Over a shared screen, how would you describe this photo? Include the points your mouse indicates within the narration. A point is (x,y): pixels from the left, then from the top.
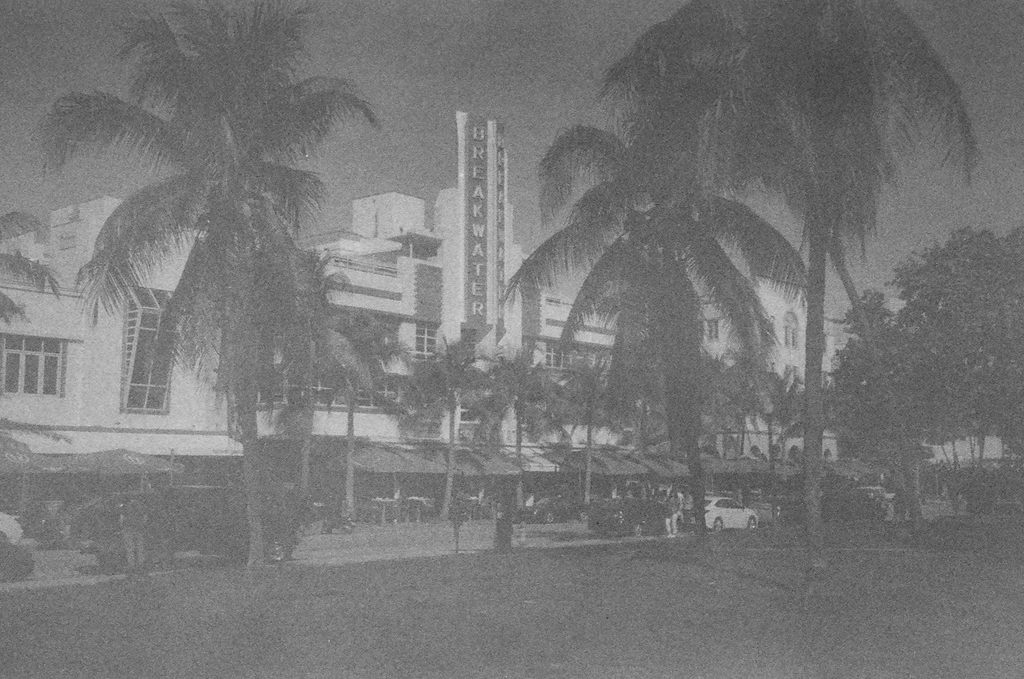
This is a black and white image. In the image there are many trees (335,344). Behind the trees (211,297) there are few vehicles (884,507) on the ground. In the background (846,477) there is a building (457,202) with walls (460,186), roofs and windows (40,369).
